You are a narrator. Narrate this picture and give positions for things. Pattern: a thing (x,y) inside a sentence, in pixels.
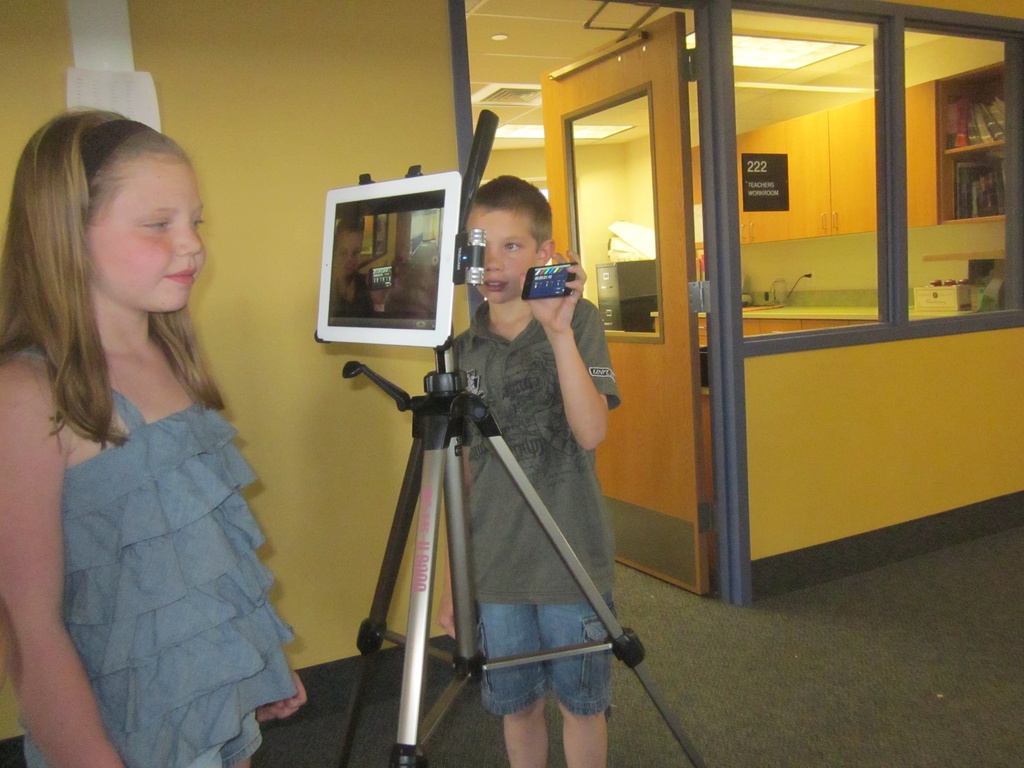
In the left side (169,544) a cute girl (170,481) is standing in the middle (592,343) it is a stand (488,137) and here a boy (485,357) is standing he wore a t-shirt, short (603,660).
